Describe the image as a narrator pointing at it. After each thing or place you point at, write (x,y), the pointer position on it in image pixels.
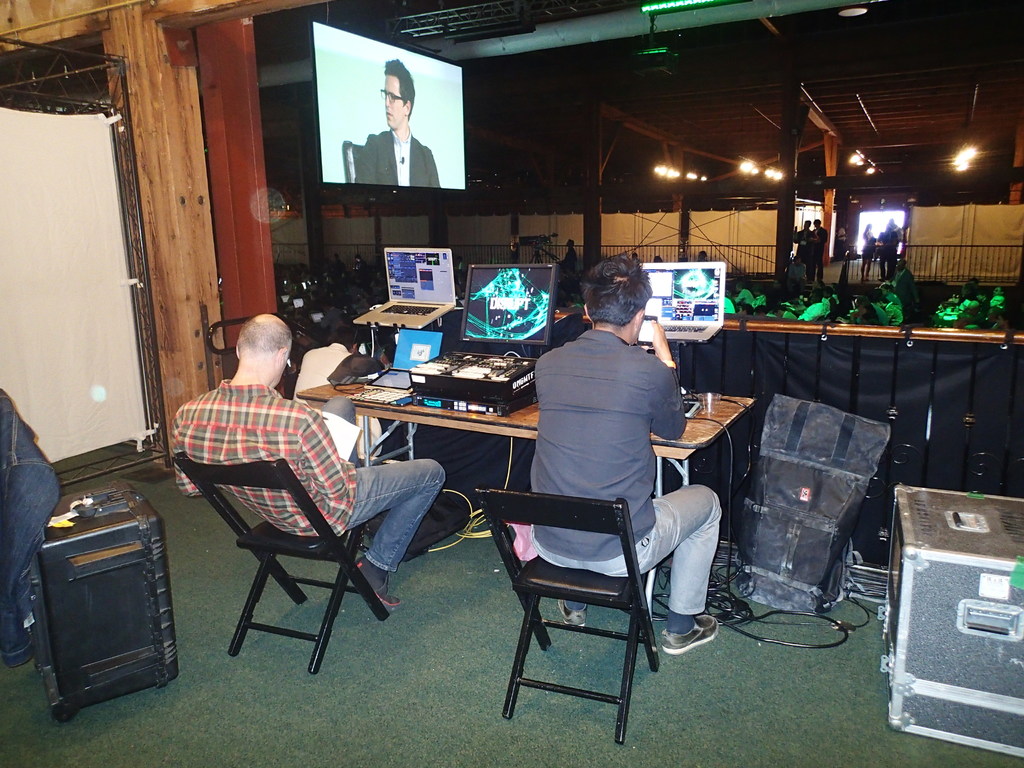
Two persons (241,436) in this image sitting on the chair (350,536) in front of them there are laptops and musical instruments (423,393) and there is a T. V (348,59). at the top of the image (450,176) and at the left side of the image (52,536) there is a sound box (145,561) and at the right side of the image (892,587) there is a box (935,524) and backpack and at the background (815,291) there are group of persons (811,272) and lights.
